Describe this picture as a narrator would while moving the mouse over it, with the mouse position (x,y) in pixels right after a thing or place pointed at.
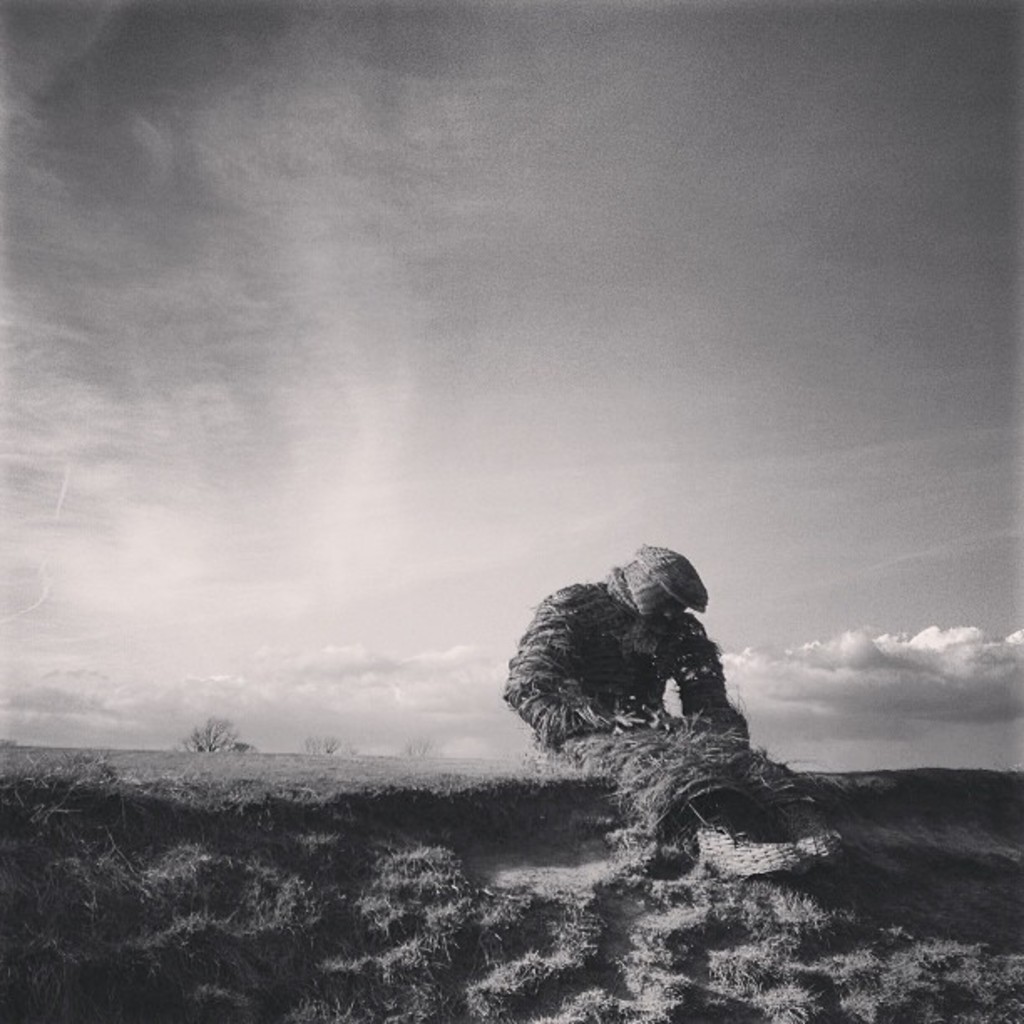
This is a black and white image. I think this is the straw man (650,775). Here is the grass (286,837). In the background (224,740), I can see the tree (218,739). These are the clouds (842,705) in the sky (829,632).
